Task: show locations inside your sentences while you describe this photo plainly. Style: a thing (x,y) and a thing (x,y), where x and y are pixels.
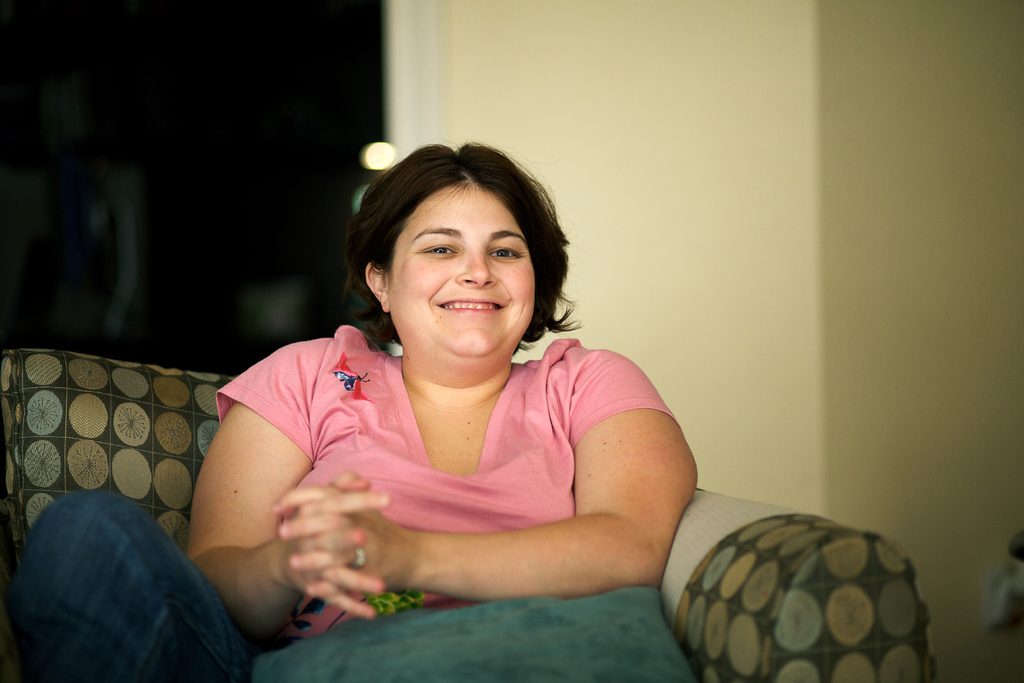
In the image there is a woman (455,444) in pink t-shirt (391,382) sitting on a sofa (665,579) and behind her there is wall (484,81).
